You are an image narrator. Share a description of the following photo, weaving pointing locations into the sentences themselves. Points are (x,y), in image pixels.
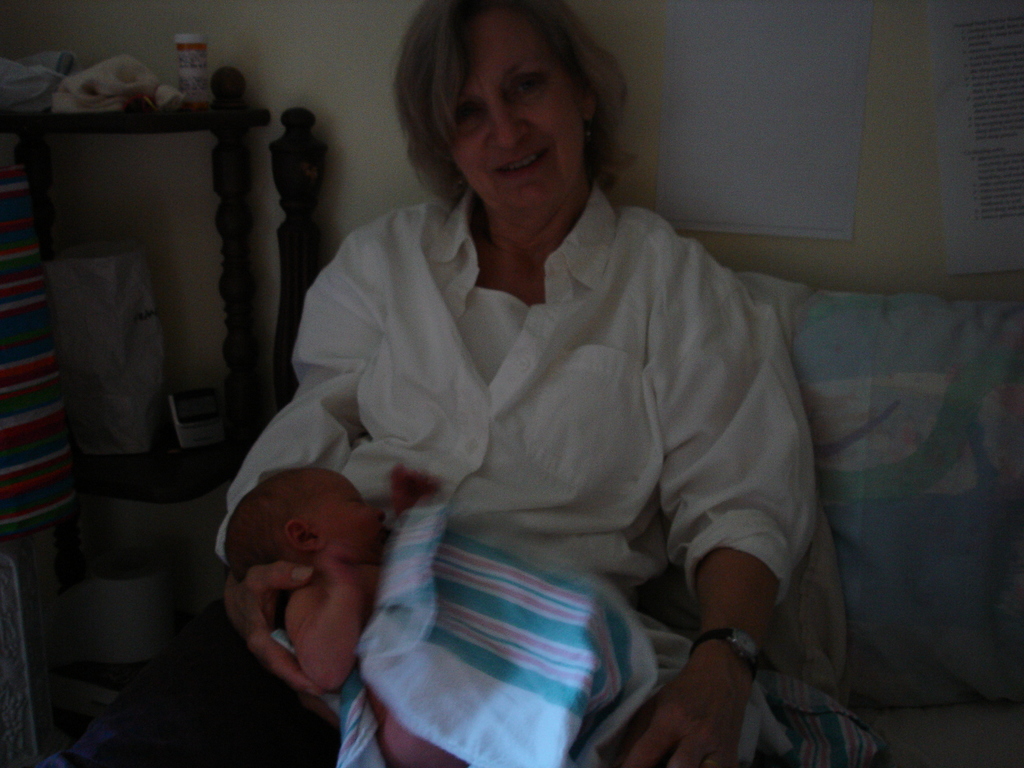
In this image I can see a person (617,428) and the person (560,420) is wearing white color shirt (606,435) and holding a baby (515,554). I can also see a white and green color cloth (488,656) on the baby (491,627). Background (23,110) I can see few clothes (37,110) and a bottle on the table (243,117) and the wall (305,53) is in cream color.
